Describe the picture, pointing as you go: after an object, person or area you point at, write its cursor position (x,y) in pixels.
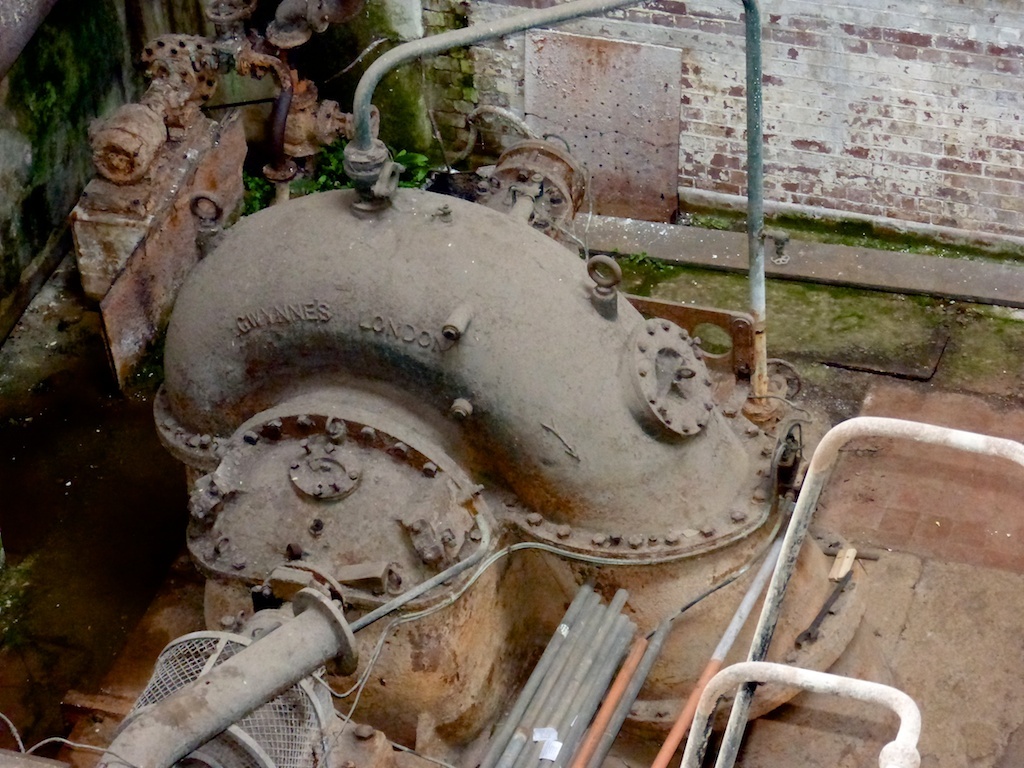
In the background (735,30) we can see the wall (775,51). We can see the formation of algae (70,41). In this picture we can see the pipes (517,194) and few objects (239,611).
